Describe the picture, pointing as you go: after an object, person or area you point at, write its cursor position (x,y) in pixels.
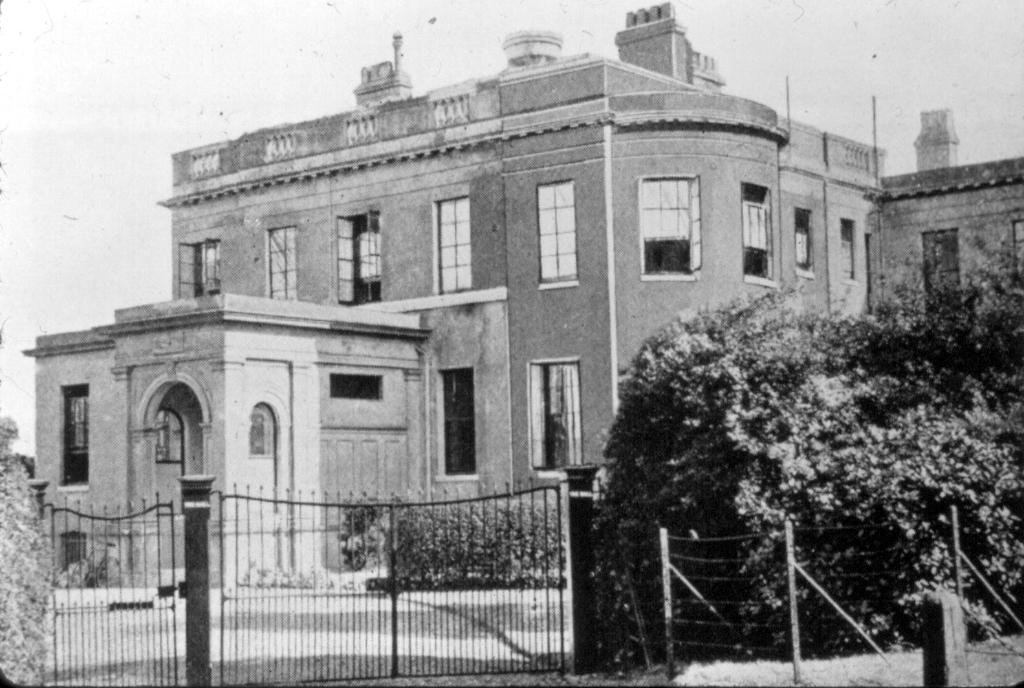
As we can see in the image there are buildings (460,257), windows (549,381), trees (849,379), gate (402,519) and sky (135,44).
